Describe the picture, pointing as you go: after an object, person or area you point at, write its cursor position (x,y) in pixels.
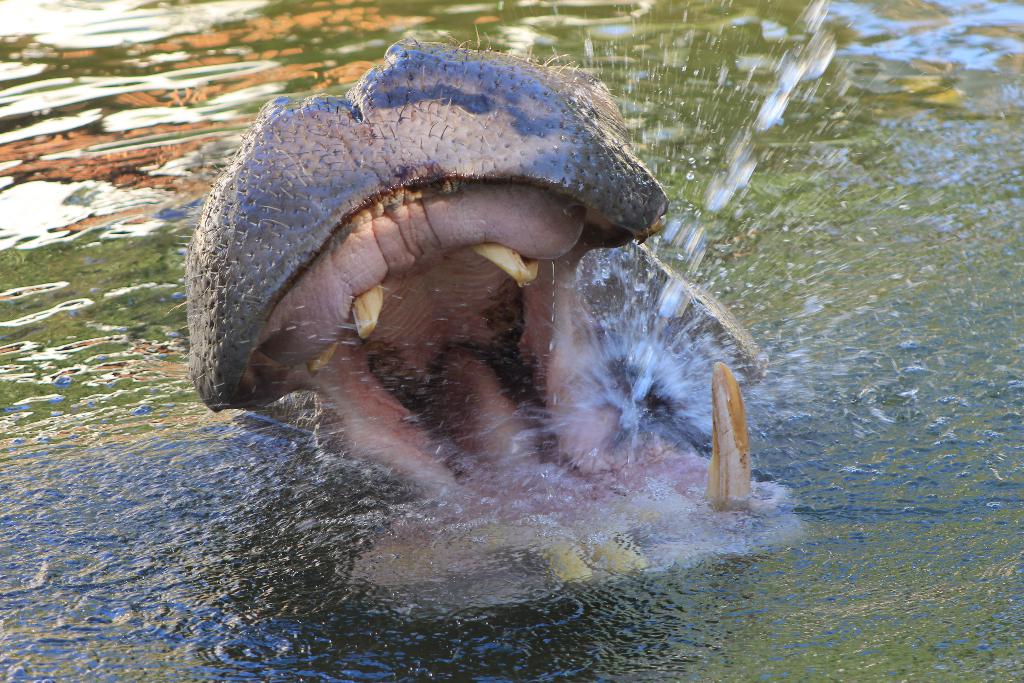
In this image there is a hippopotamus (504,245) opening the mouth (404,288) in the water (448,558).
